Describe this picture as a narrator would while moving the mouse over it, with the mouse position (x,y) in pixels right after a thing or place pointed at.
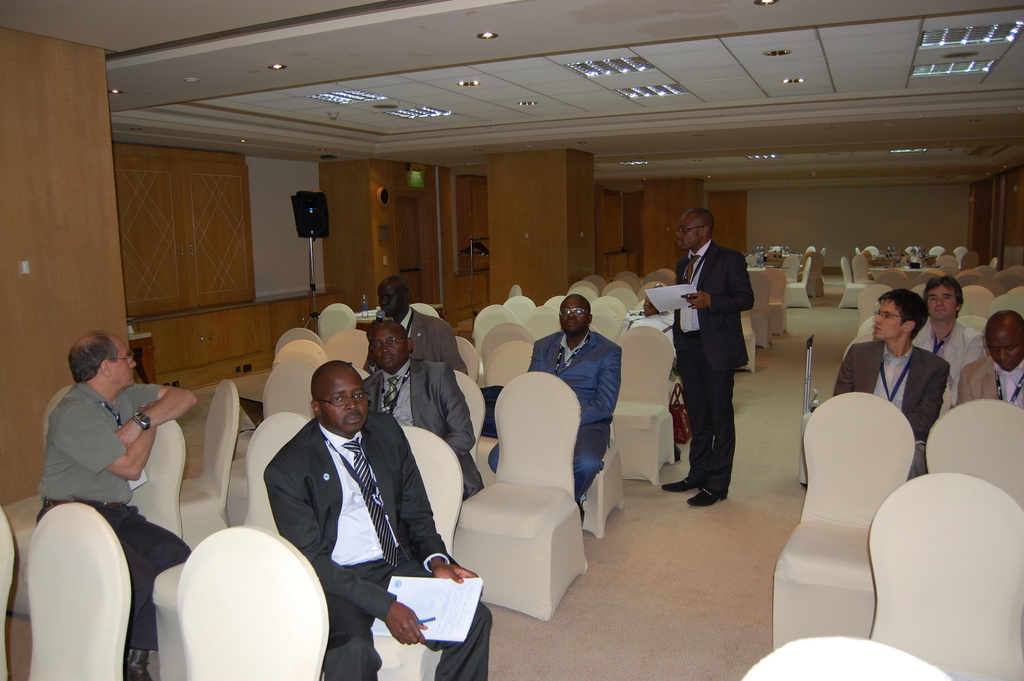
This picture shows the inner view of a building (369,203), some lights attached to the ceiling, some pillars (667,228), some chairs (518,352), some tables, some objects (774,250) on the tables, some objects (685,407) on the floor (654,502), few objects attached to the pillars (355,251), some objects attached to the walls (445,236), some wooden cupboards (247,352), it looks like carpet (266,371) on the floor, one speaker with stand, some men (1010,381) sitting on the chairs (349,343), some men (328,366) wearing I. D cards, two men (715,295) holding objects (677,290), one man (715,282) standing, one man (400,322) holding a microphone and talking.
